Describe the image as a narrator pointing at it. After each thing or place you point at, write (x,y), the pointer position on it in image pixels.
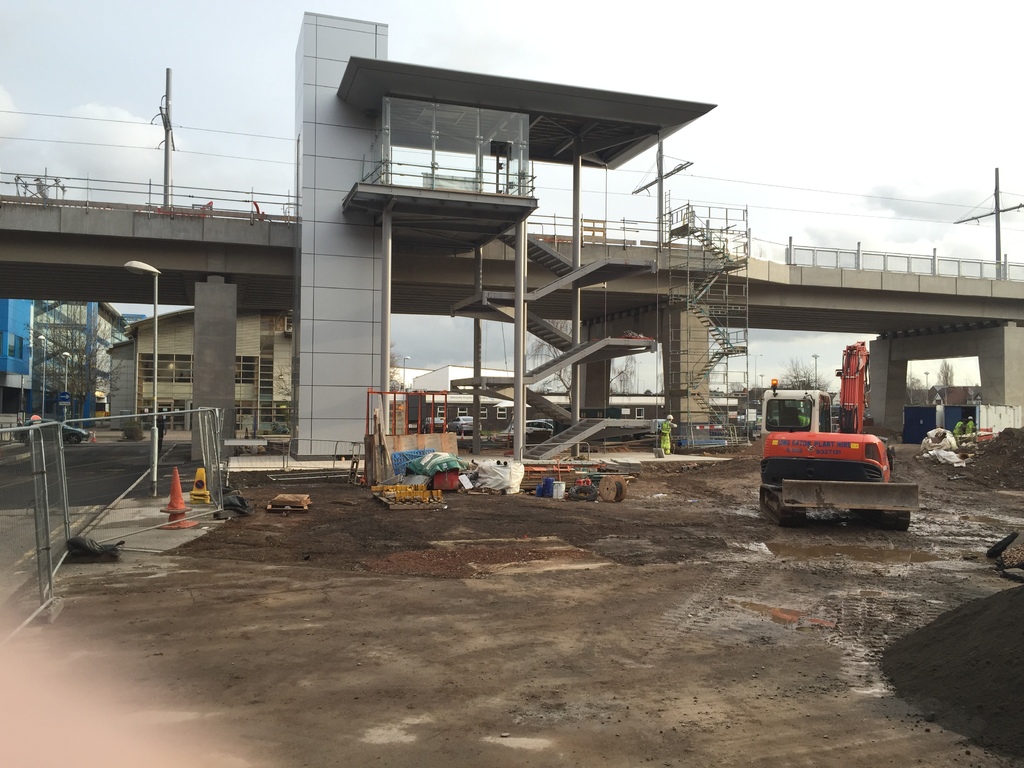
In this image I see a vehicle (771,470) which is in front (771,405) and it is on the ground (316,764), In the background (68,323) I see few buildings (345,400), few trees (59,370), few poles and the sky (741,170).
